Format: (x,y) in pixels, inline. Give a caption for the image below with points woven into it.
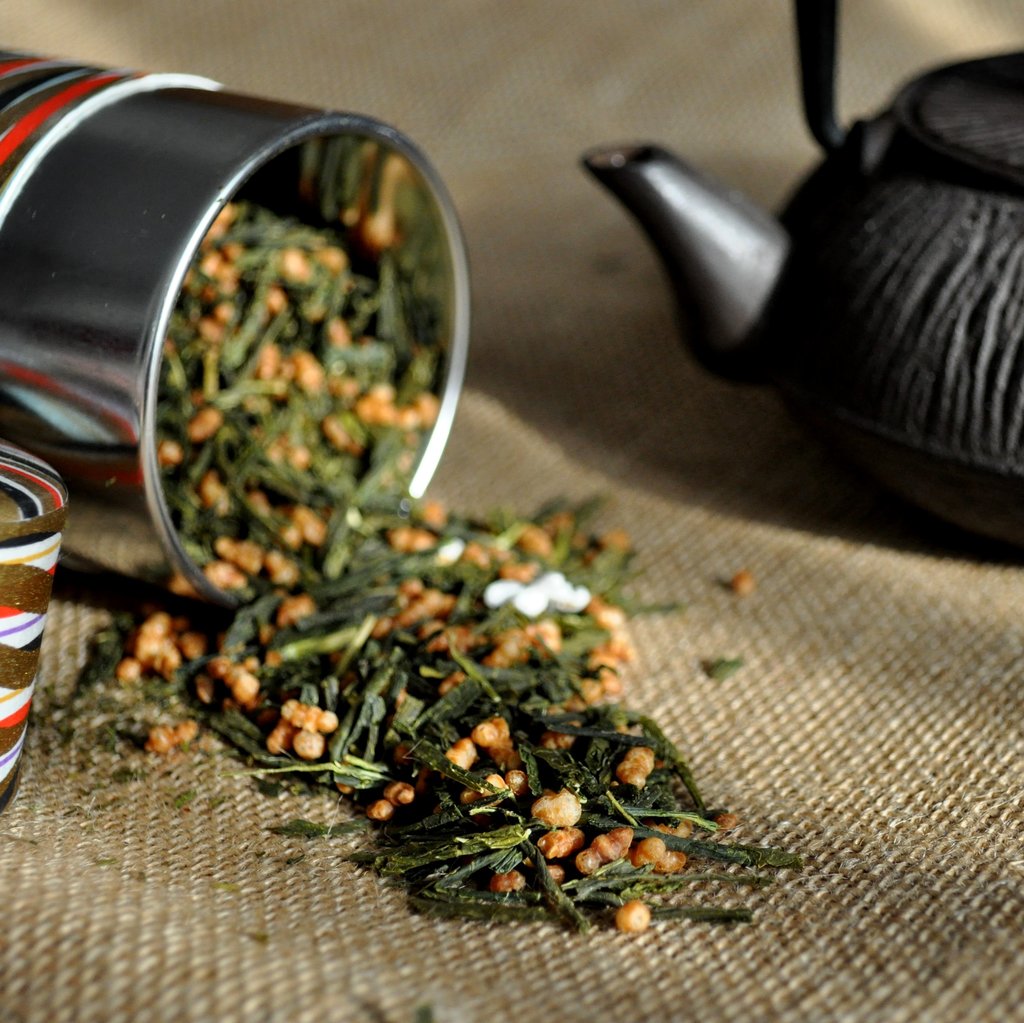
In this image there is a cloth (750,455), on that cloth (663,398) there is a teapot (707,200) and a container (130,476), in that container (142,502) there are tea leaves (327,685).
